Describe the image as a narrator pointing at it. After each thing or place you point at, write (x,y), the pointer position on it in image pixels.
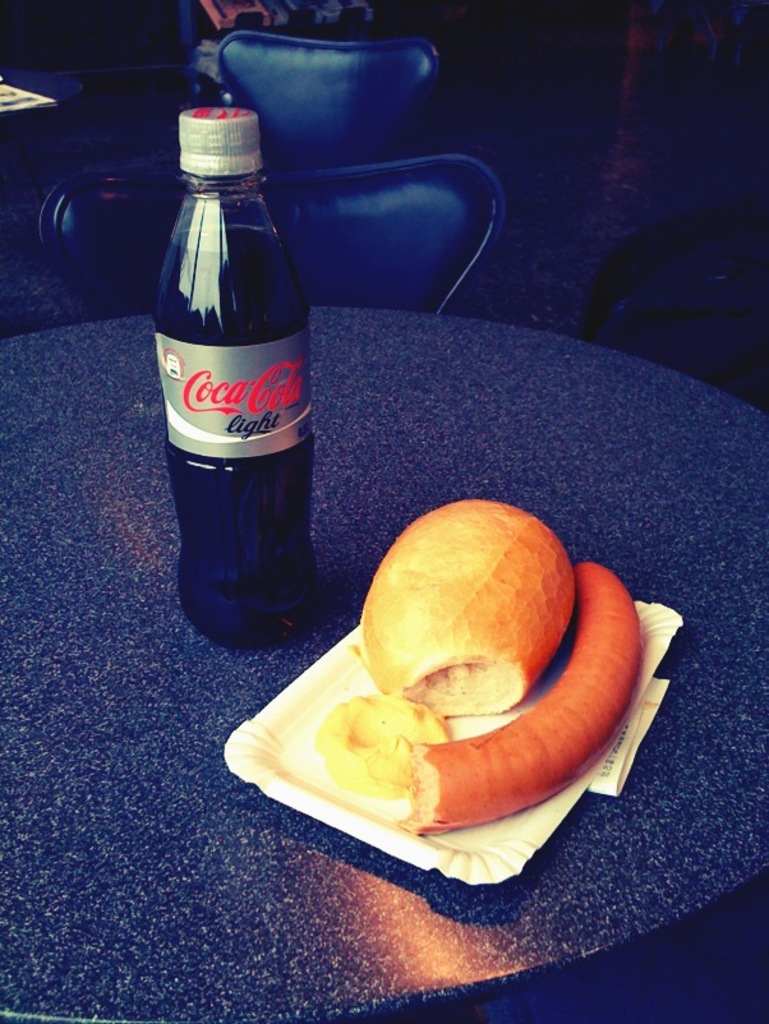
In this picture, this is a table (89,704) on the table (135,679) there are bottle (201,417), plate (286,751) and some food items (429,668). Behind the table (454,385) there are chairs (343,187).
